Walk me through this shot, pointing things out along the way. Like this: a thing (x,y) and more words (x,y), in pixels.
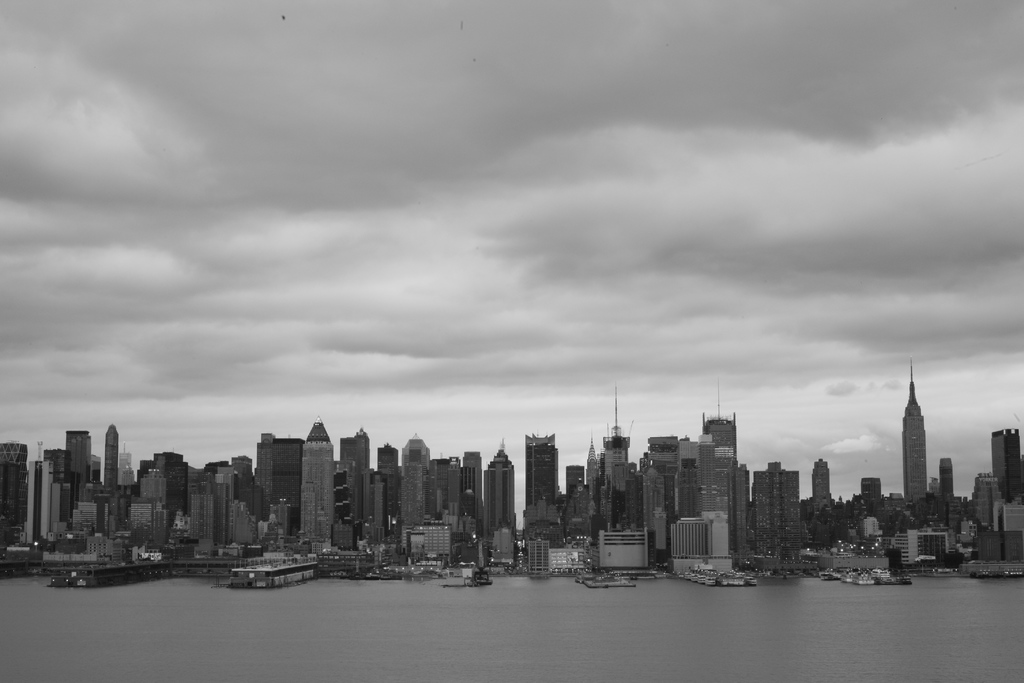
In the image we can see there are buildings (26,495) and there is water (360,613). There is cloudy sky (369,264) on the top (221,188) and the image is in black and white colour.
